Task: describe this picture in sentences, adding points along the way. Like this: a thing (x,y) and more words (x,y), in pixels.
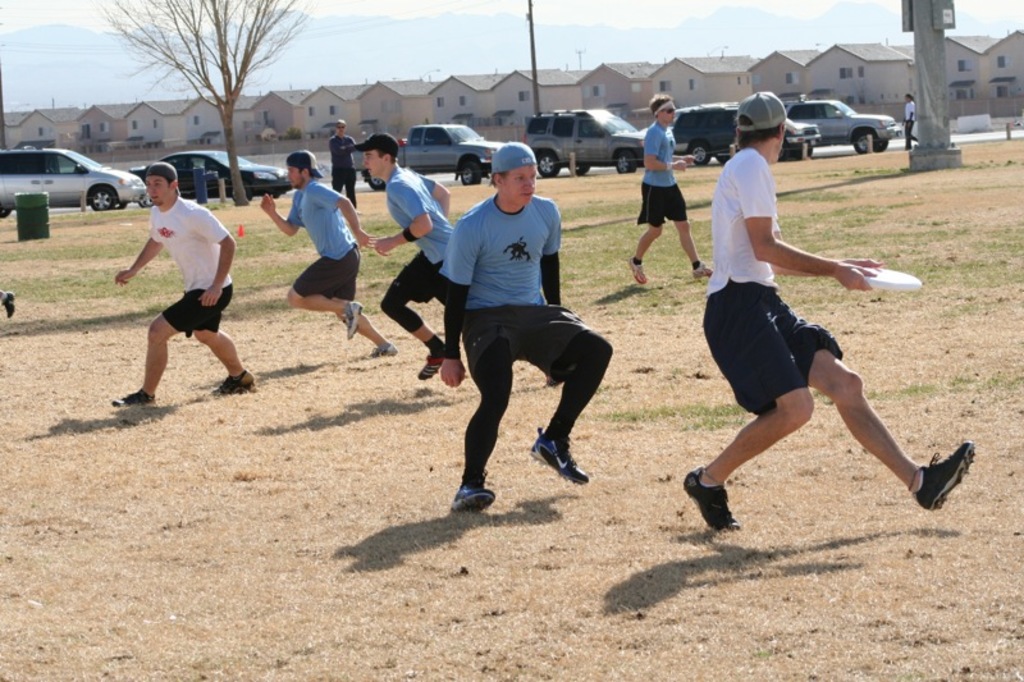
In this picture we can see some people (574,378) on the ground (510,468) and a man (734,447) holding a Frisbee (873,283) with his hands (855,280) and a person (340,159) standing and in the background (621,254) we can see the grass (575,251), vehicles (262,174), tree (221,42), poles (536,71), buildings (550,105) with windows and some objects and the sky (665,15).
